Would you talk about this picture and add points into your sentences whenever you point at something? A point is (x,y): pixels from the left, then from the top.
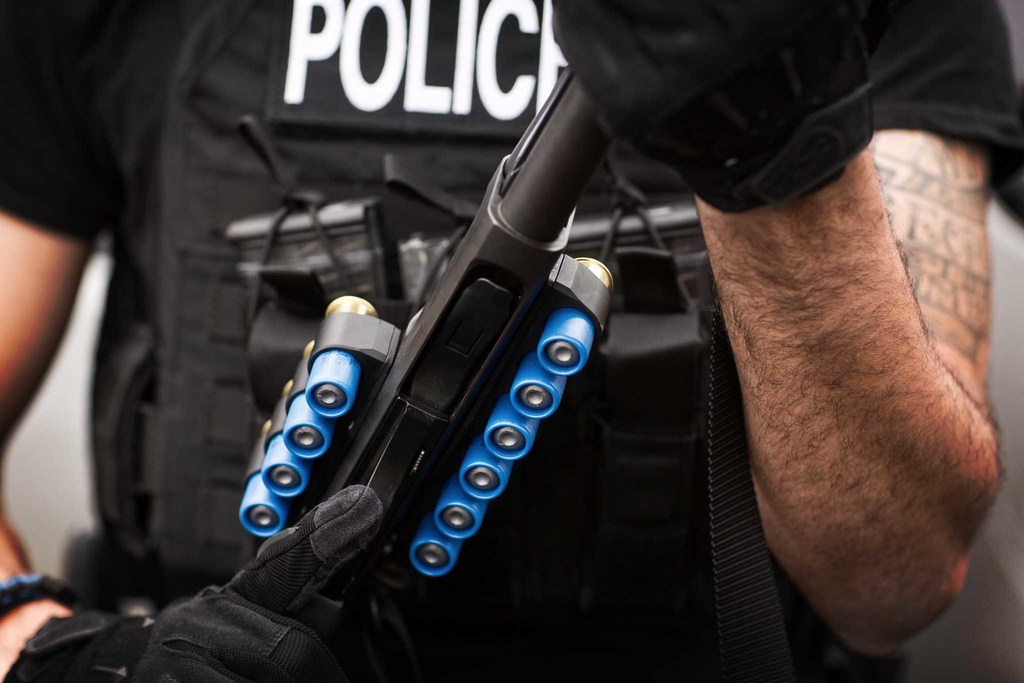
In this picture there is a cop (20,314) in the center of the image (554,361), by holding a gun (484,286) in his hands (637,97).
